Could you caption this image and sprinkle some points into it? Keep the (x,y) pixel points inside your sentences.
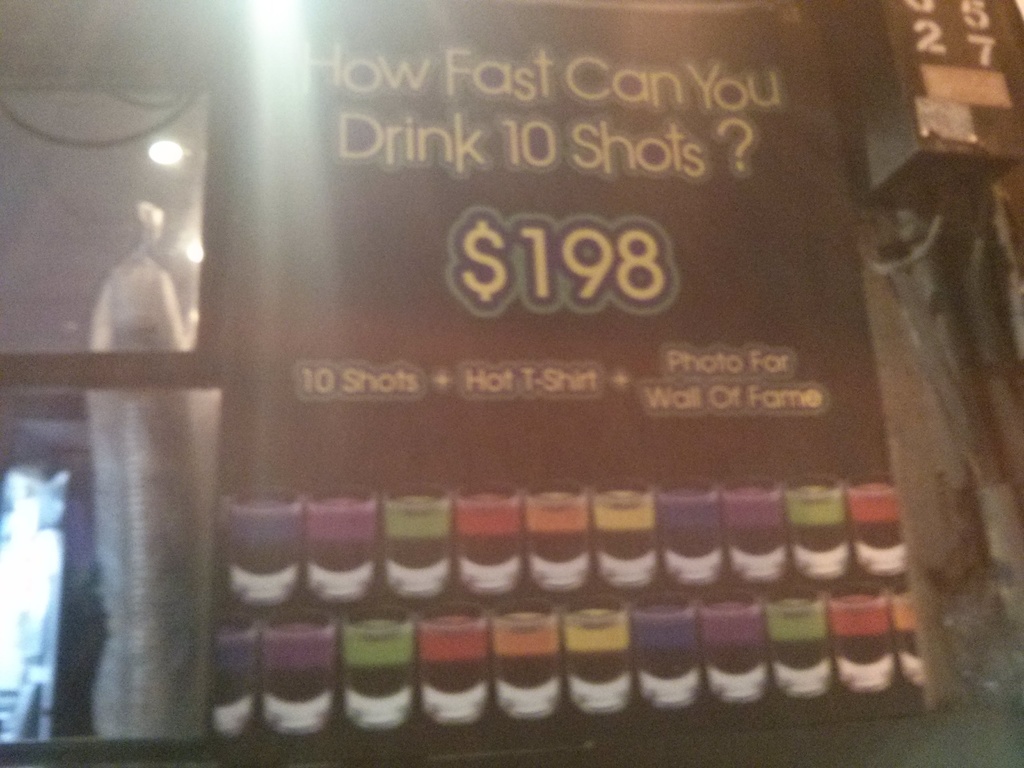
This picture seems to be clicked inside. In the center (528,427) there is a poster (496,298) on which we can see the text (351,374) and the numbers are printed and we can see the pictures (299,656) of glasses (527,616) containing some items (512,646). In the background (176,459) we can see the wall (73,158), light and some other objects (18,726).
